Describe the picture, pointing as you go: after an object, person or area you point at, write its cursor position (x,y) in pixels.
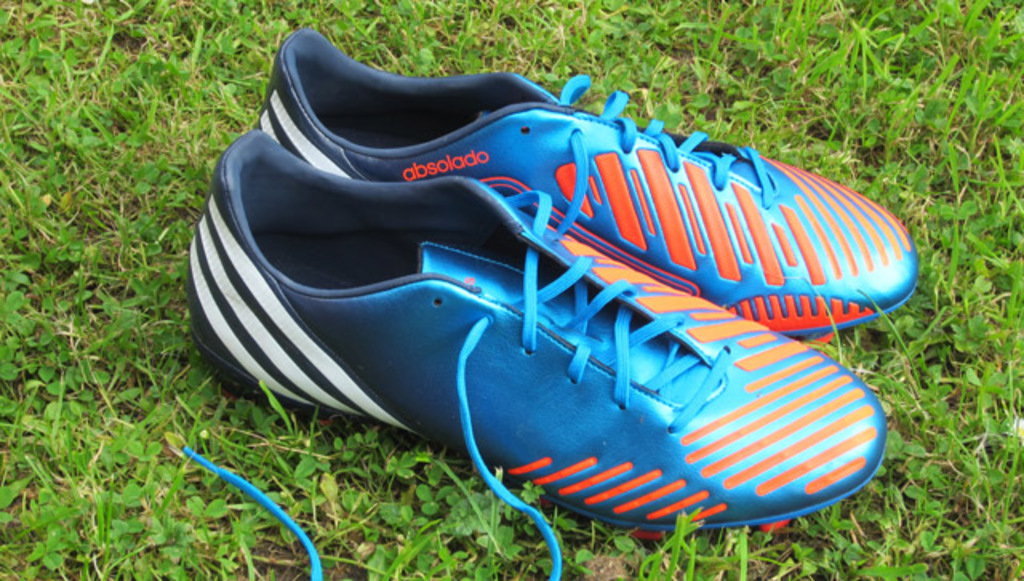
In this image we can see shoes (567,328) which are placed on the grass (69,416).
